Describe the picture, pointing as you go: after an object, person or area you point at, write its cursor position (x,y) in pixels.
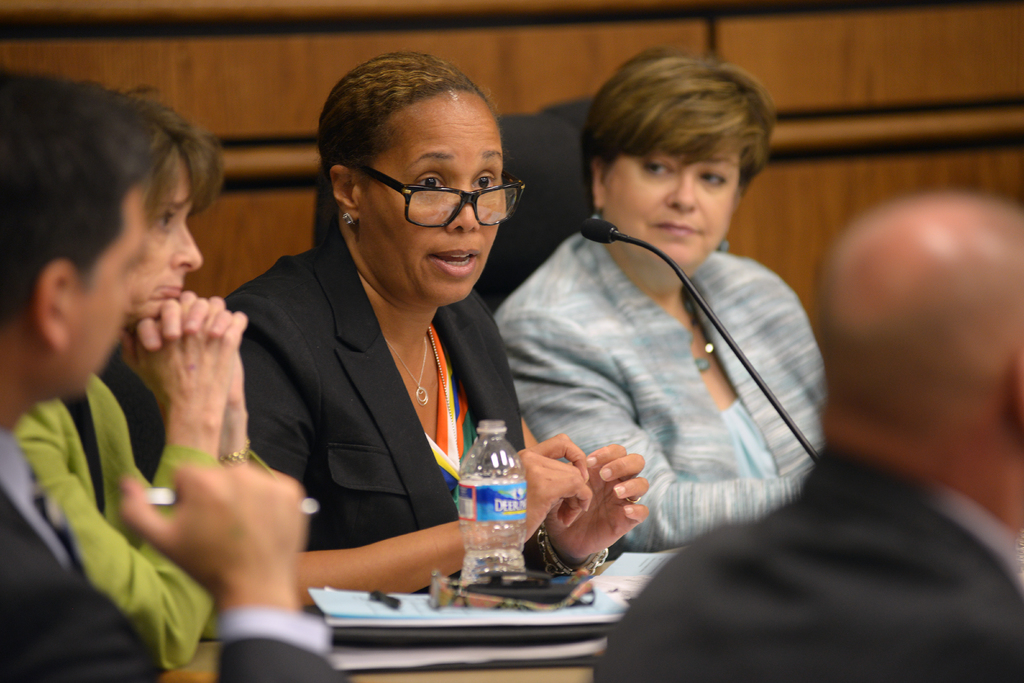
In this image I can see some people (805,636). I can see a mike (690,280). I can also see some objects (515,607) on the table (563,677).
